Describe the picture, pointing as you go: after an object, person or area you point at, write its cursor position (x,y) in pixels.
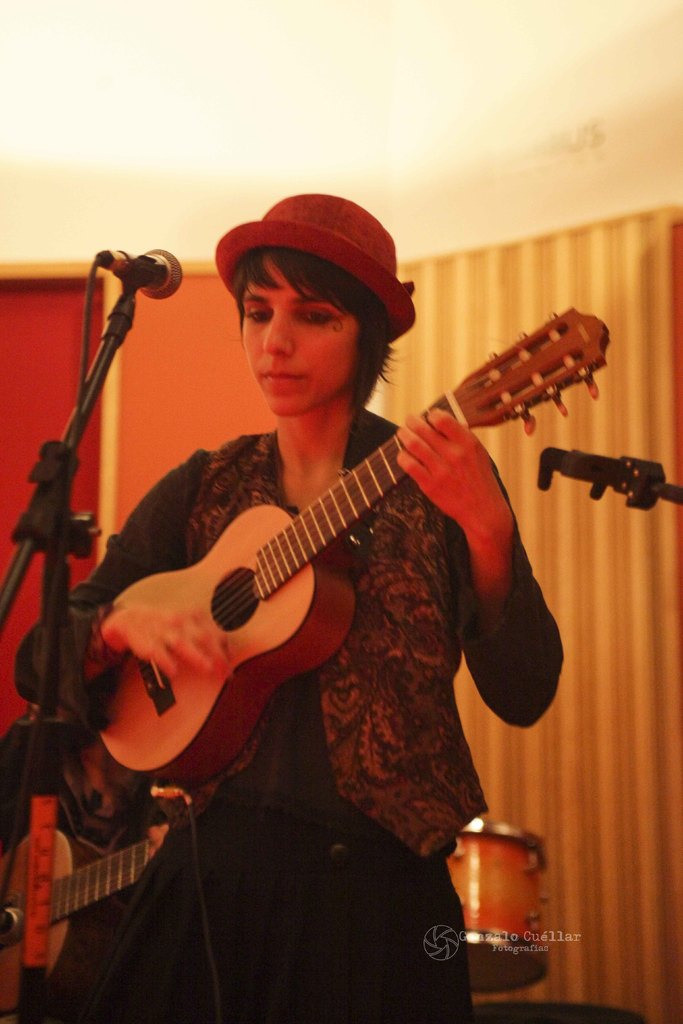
In the center of the image (290,487) there is a lady (329,874) standing and holding a guitar (246,631) in her hand (198,666). There is a mic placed before her. In the background (517,913) there is a drum (516,910), wall (169,369) and a curtain (424,329).
